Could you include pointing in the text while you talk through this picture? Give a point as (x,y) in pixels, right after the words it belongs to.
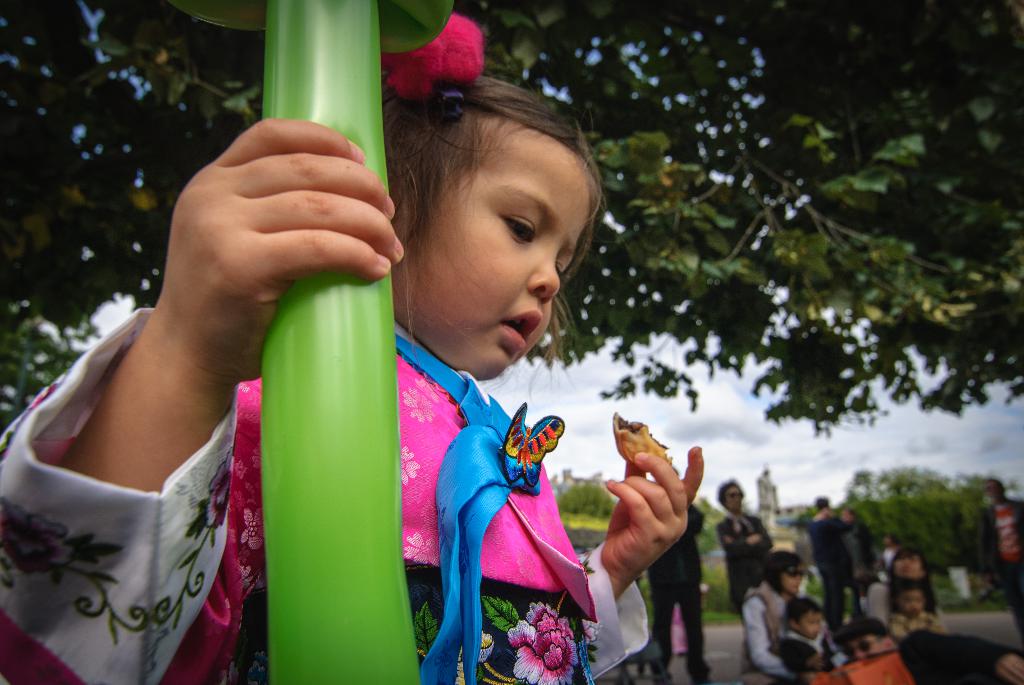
In this picture there is a girls (409,203) who is wearing a dress (548,555) and holding a cookie (621,430). She is also holding green color balloon (319,334). On the bottom right corner (957,659) we can see group of persons (751,571). On the top (948,13) we can see tree (703,101). On the background (769,509) there is a statue (767,494) of a person (767,492) near to the trees (885,519). Here we can see sky (736,431) and clouds (737,433).
